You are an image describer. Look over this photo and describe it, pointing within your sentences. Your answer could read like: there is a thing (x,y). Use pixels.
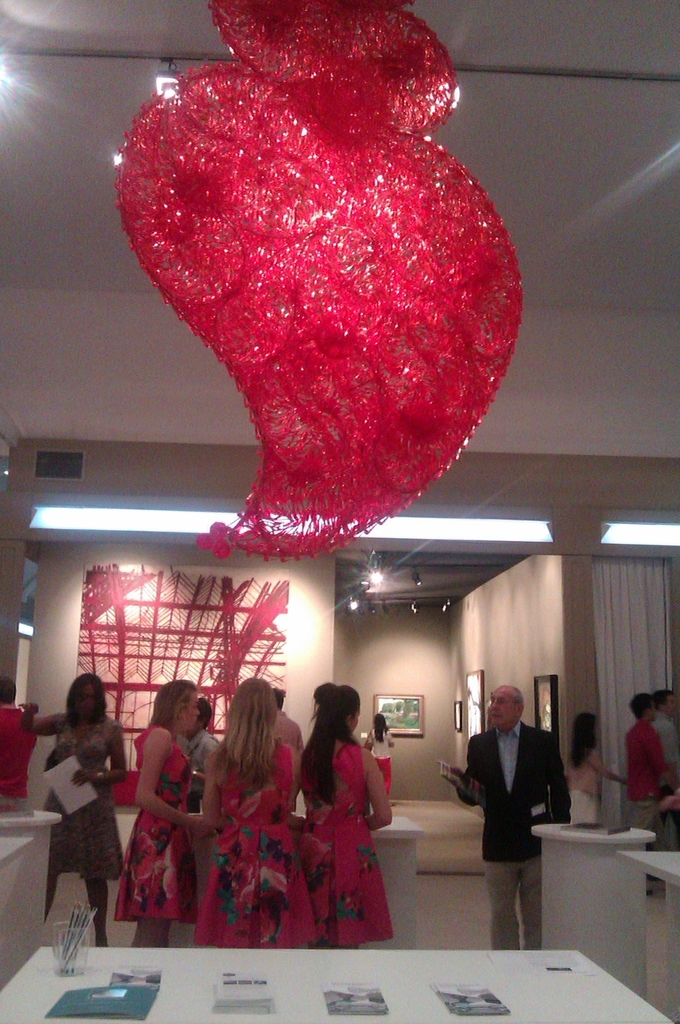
This is the picture of a place where we have some people (470,756), among them some are wearing same dress (261,878) and also we can see some tables (399,976) on which there are some things (269,999) and a thing (263,500) to the roof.
